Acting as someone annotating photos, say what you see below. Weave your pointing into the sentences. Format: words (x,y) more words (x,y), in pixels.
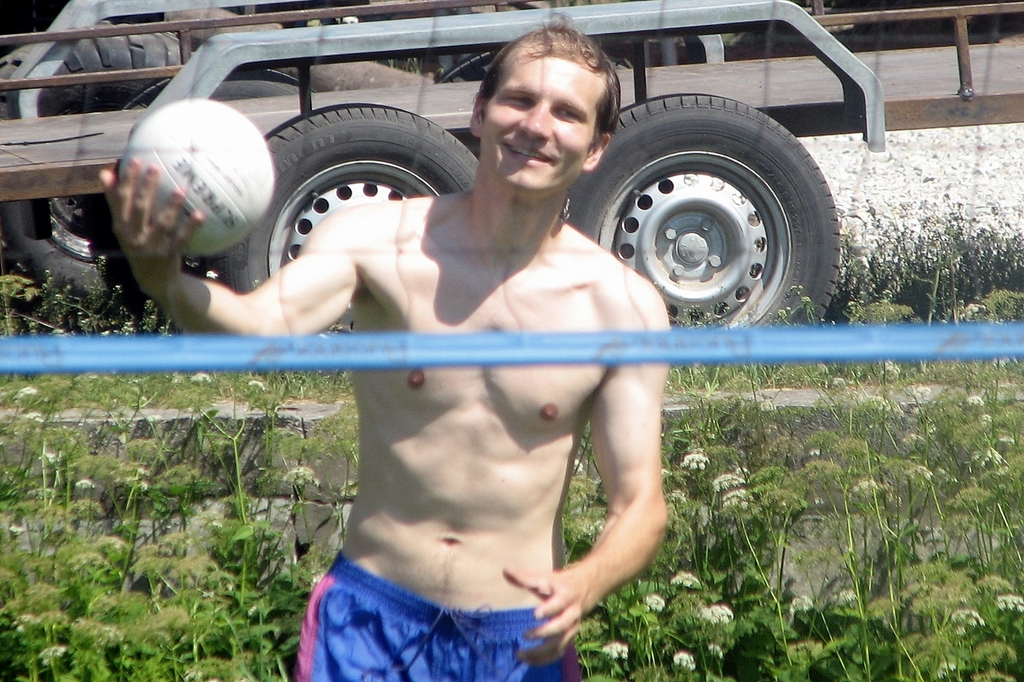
In the center of the image (460,294) we can see a man (434,292) holding the ball (246,227) and smiling. We can also see the plants (759,563), grass (745,388) and also the blue color pipe (704,341). In the background (414,129) we can see the vehicle (645,43).
